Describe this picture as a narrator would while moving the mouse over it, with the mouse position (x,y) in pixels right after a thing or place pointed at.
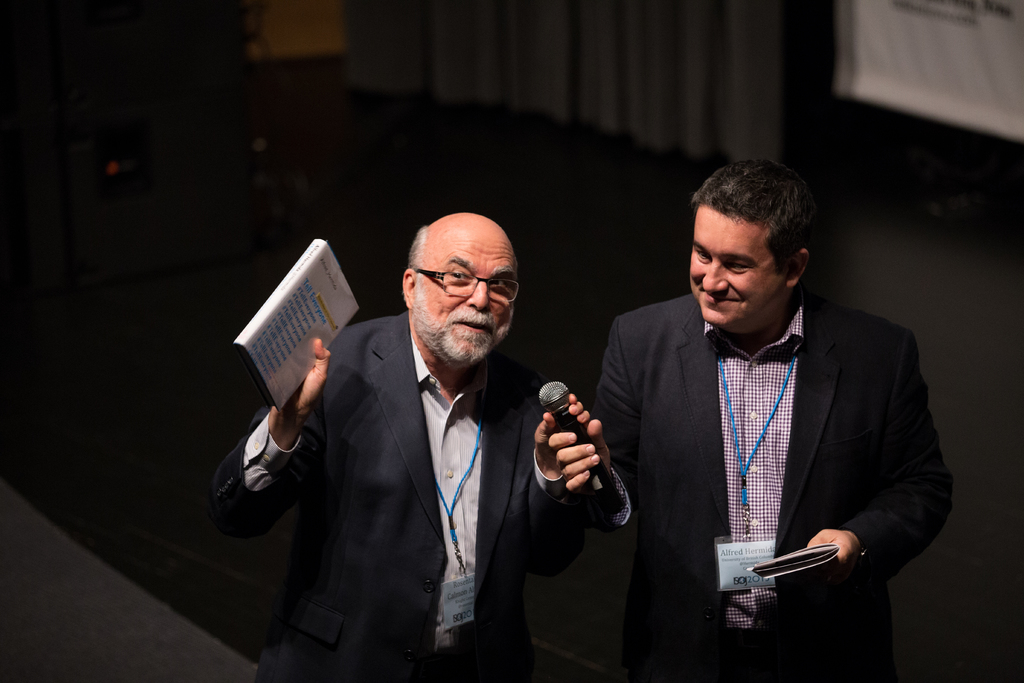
There is a man (422,273) who is standing at the center (450,264) and holding a book (326,258) in his hand (288,432). There is another person (823,506) who is standing beside a man (378,616) and he is holding a microphone (544,390) in his hand (570,473) and he is smiling.
